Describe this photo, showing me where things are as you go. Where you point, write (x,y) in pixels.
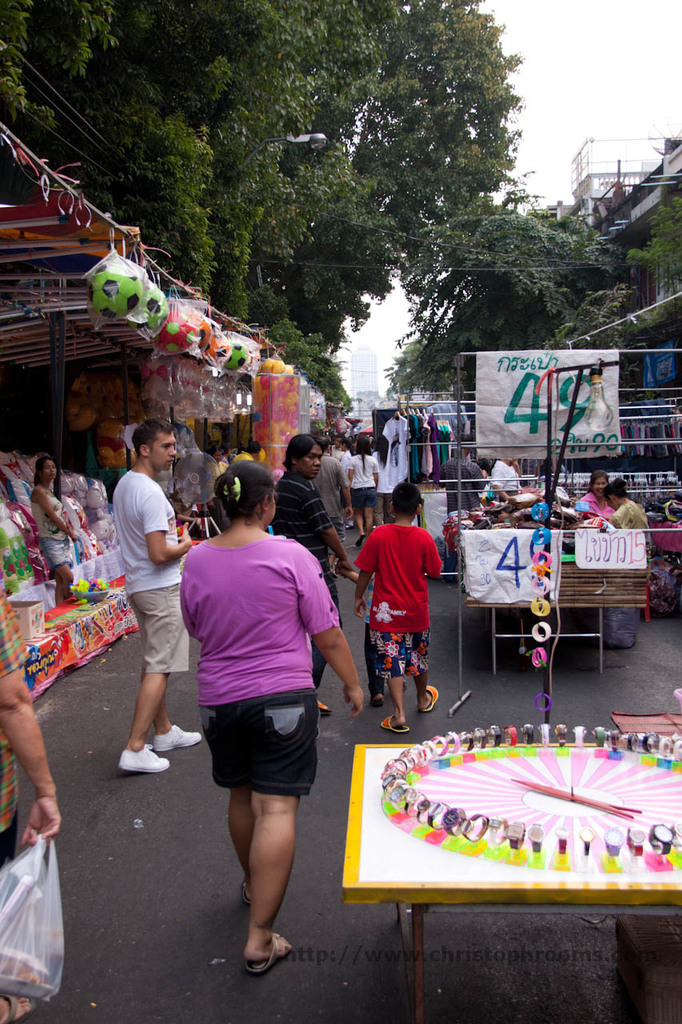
In this picture we can see a group of people (278,886) walking on the road (334,836), stalls (324,416), balls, trees (229,225) and some toys (62,500) and in the background (589,119) we can see the sky (542,79).
